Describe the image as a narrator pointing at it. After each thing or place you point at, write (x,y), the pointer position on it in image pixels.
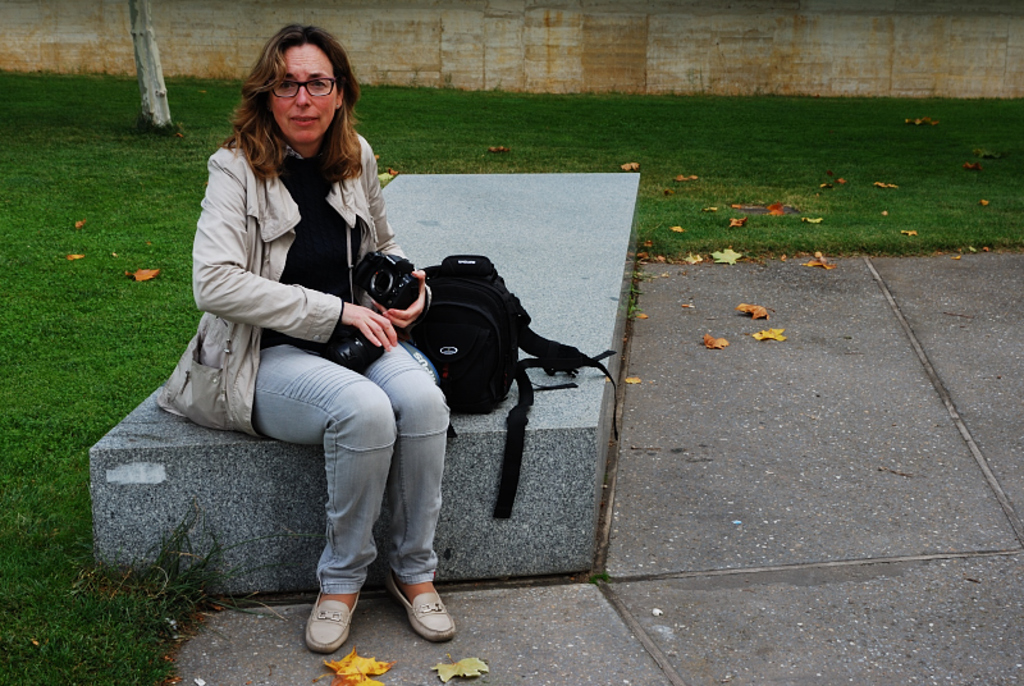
In this image we can see a lady (414,366) holding a camera (379,299) and sitting on the rock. There is a bag (475,378). In the background (412,6) we can see a wall (396,10). At the bottom (82,607) there is grass (86,623) and we can see leaves (339,670).
